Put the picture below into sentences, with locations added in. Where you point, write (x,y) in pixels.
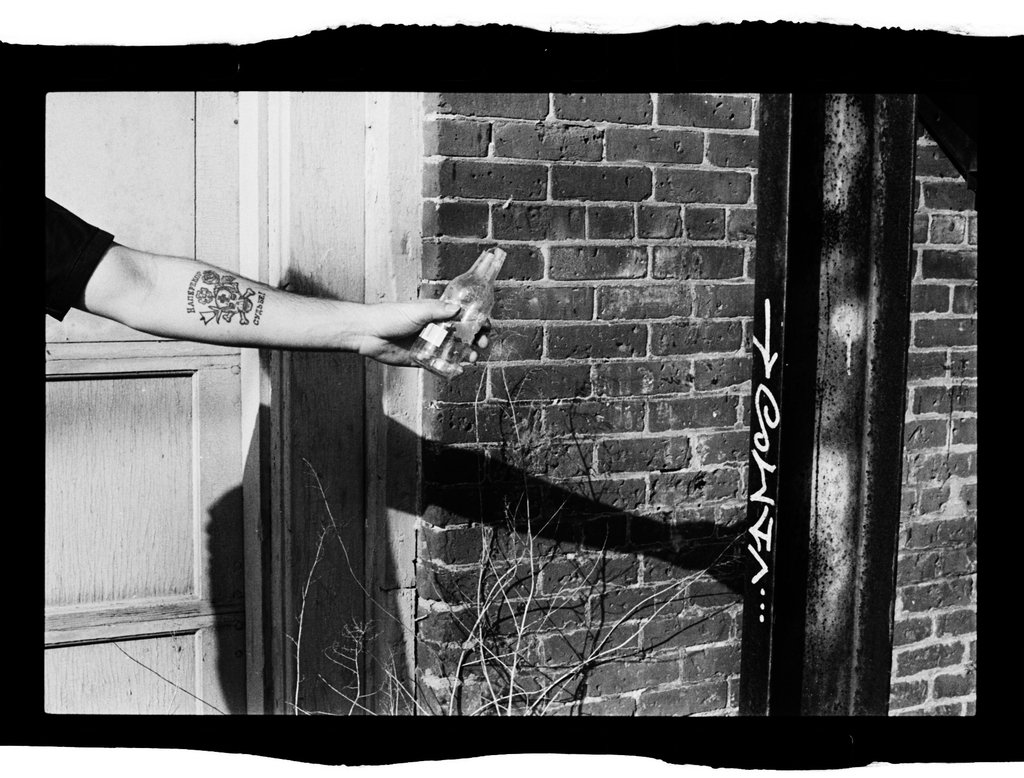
This is edited, black and white image. I can see a pole (795,573) and the wall (583,541). On the left side of the image (159,365), there is a wooden door (159,526) and a person's hand (359,330) holding a bottle (460,352). At the bottom of the image (349,664), I can see stems (585,663).
